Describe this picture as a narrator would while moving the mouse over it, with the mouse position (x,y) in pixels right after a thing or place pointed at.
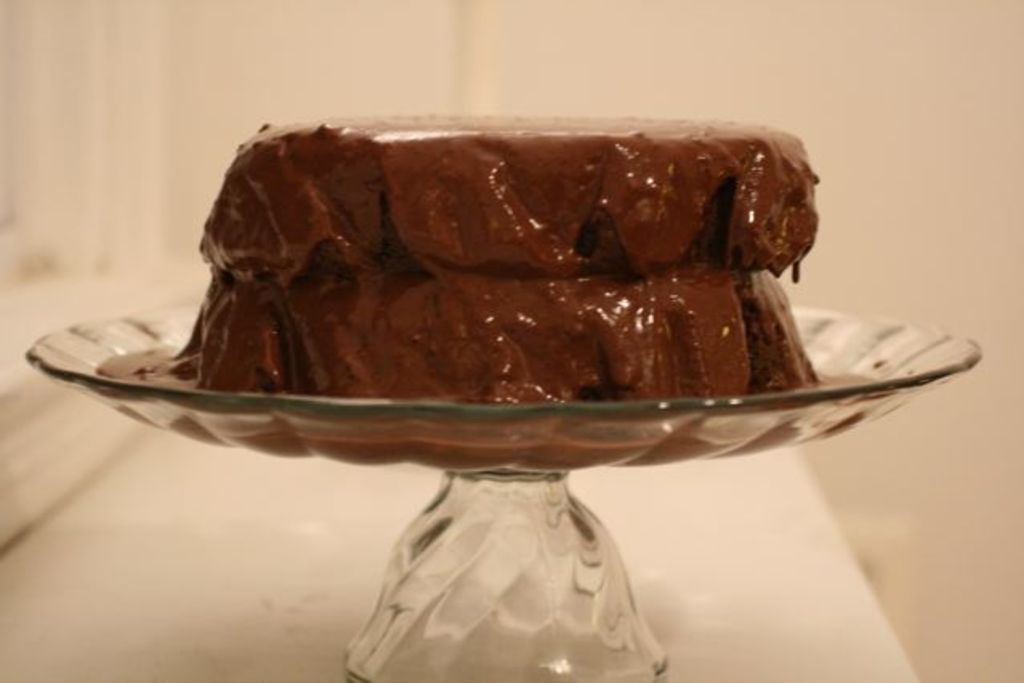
In this picture we can see a glass plate (541,421), we can see a chocolate cake (500,277) in the plate (746,435), there is a blurry background (872,83).
